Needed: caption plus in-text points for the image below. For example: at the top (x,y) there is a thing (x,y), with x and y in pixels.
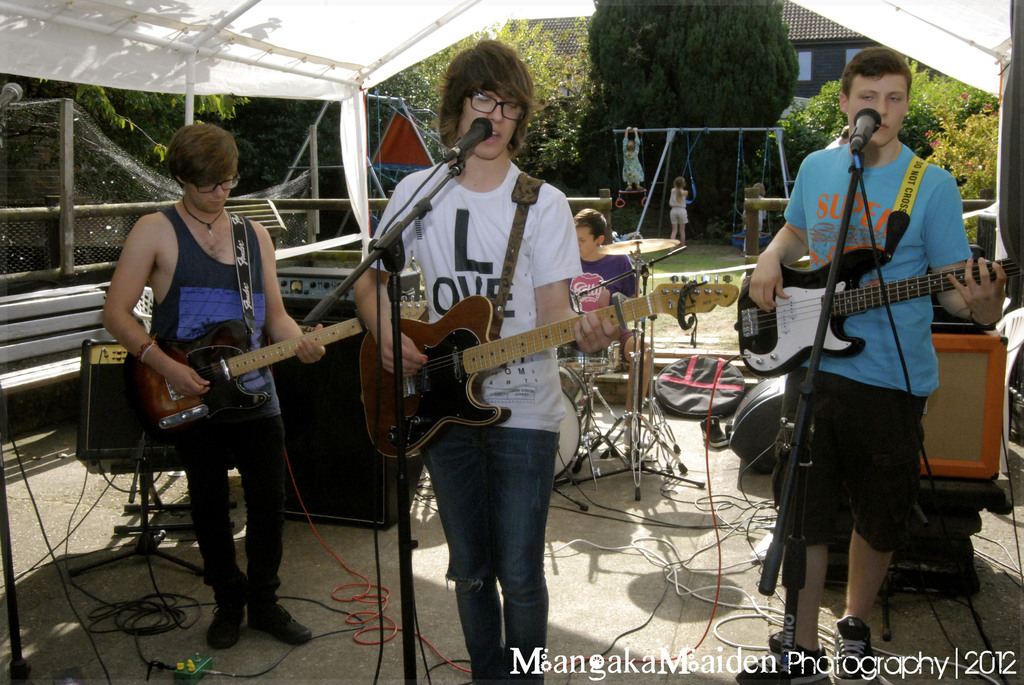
The image is outside of the city. In the image there are three people (888,337) holding a guitar (816,323) and playing in front of a microphone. In background (595,262) there is a man (606,254) sitting on chair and two girls (632,169) are playing and we can also see trees (689,87), building (818,60), windows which are closed. On left side (25,246) there is a net fence (28,264) and bench (30,338) and speakers (353,458) with wires (356,596) on top (334,41) there is a white color roof (354,8) and at bottom (731,515) there is a floor (727,552) with few wires (709,470).
